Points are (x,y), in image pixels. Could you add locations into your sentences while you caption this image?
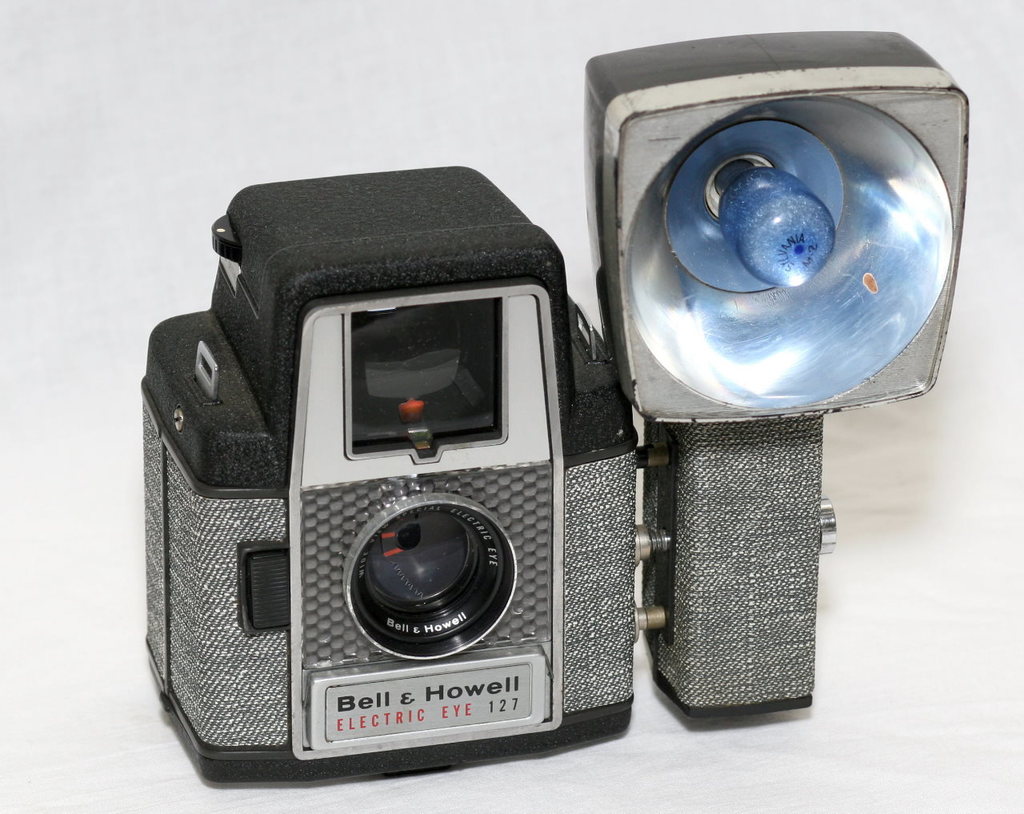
There is a camera (320,498) kept on a white color surface (708,800) as we can see in the middle of this image (594,290) and the background (349,133) is in white color.
